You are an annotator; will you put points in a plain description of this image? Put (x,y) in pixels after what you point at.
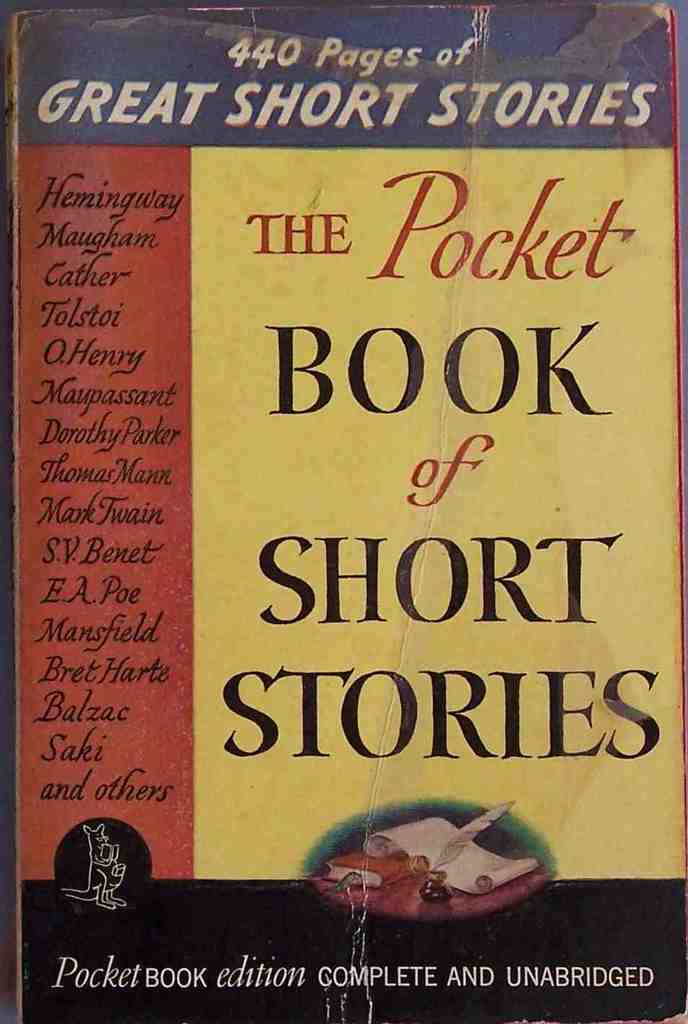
In this image in the foreground (157,764) there is one book (391,232), and on the book (447,618) there is some text (545,364).
